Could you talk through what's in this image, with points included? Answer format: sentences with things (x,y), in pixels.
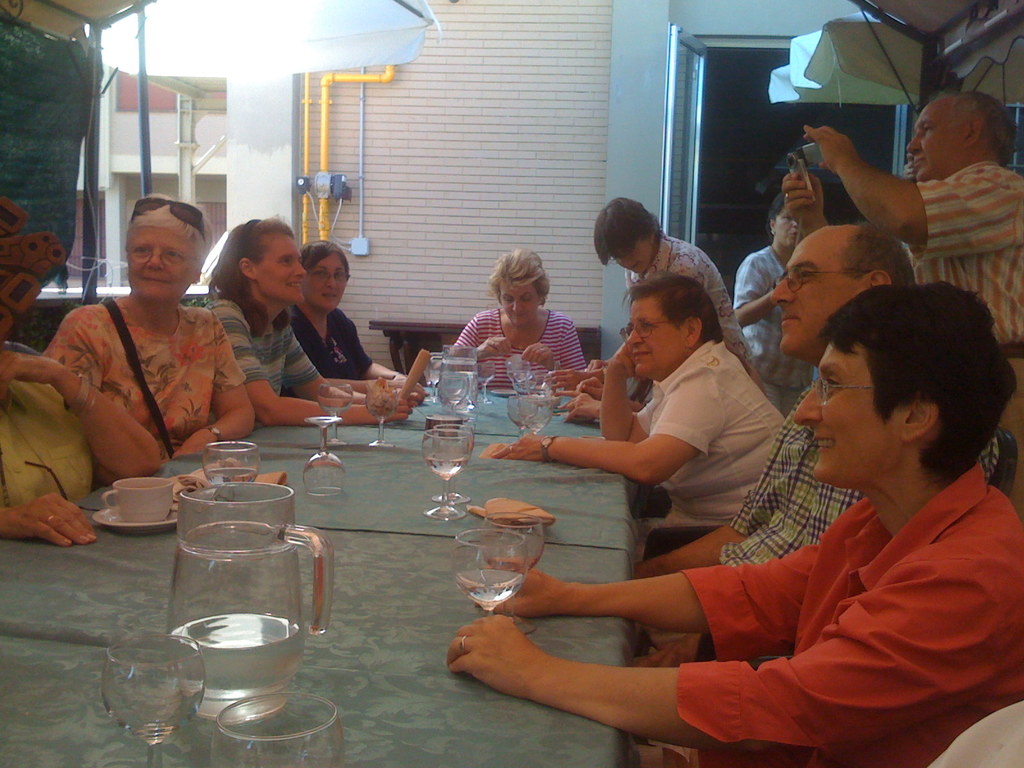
Few people (843,667) sitting on chairs (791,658) and few people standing and this man (1016,279) holding a camera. We can see glasses (487,615), jars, cup (129,499), saucer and objects (179,482) on table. Background (388,127) we can see wall (550,127) and door (670,184).
